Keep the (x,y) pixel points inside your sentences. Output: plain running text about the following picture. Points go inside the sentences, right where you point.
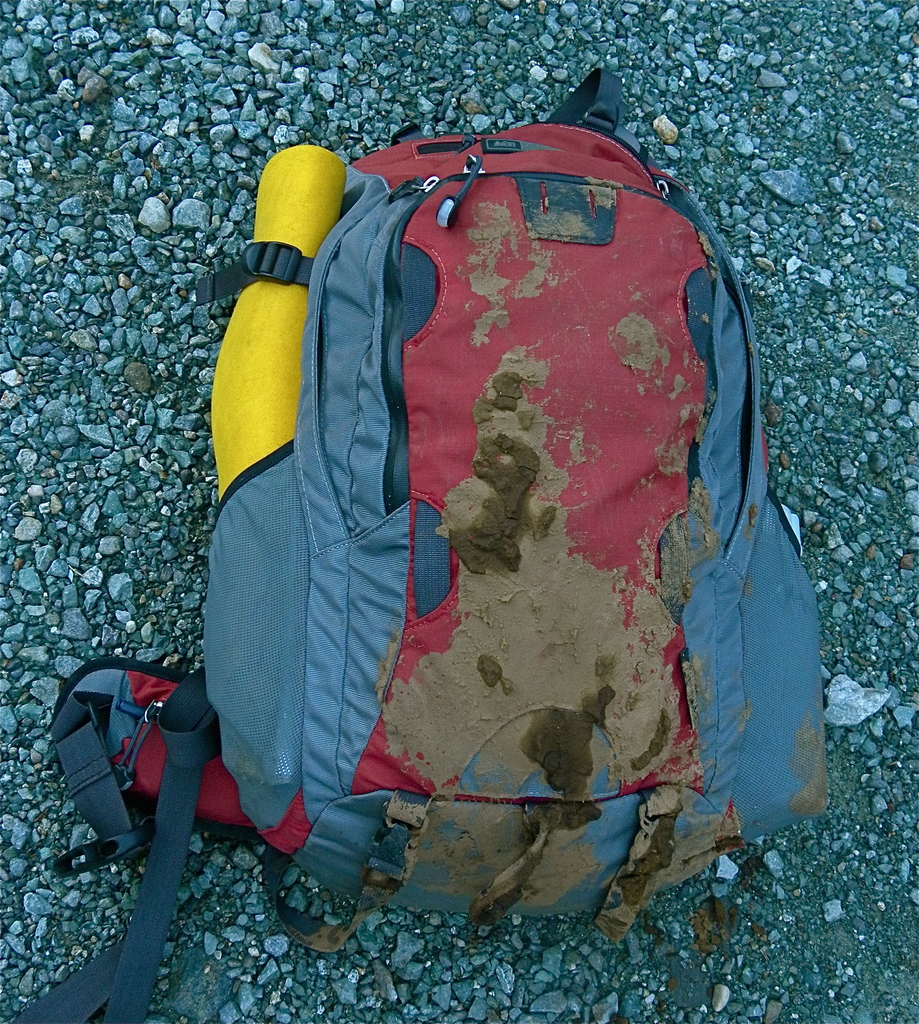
In this image i can see a back pack of gray color (326,419) and kept on the floor (159,270) and there are some stones (53,124) on the floor (40,153).
